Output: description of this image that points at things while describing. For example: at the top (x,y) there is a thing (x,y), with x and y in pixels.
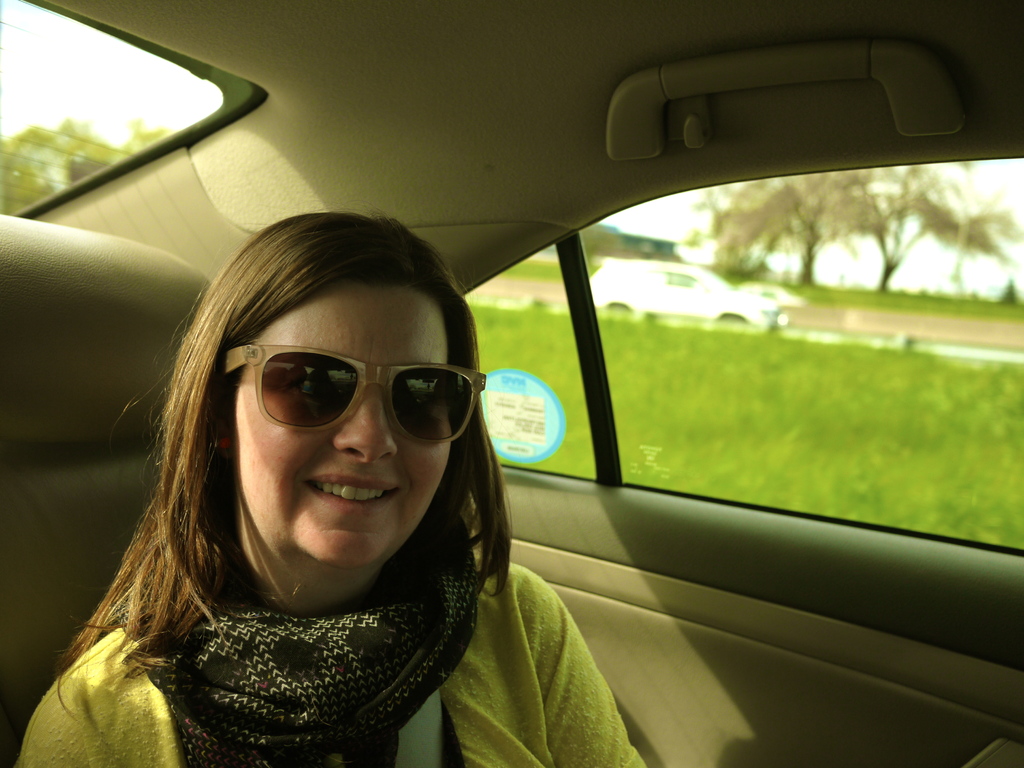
In this image, we can see a person (532,593) wearing clothes (264,697) and sunglasses (269,416) inside the car (570,52). There are trees (936,179) and car (757,284) on the right side of the image (732,302).
